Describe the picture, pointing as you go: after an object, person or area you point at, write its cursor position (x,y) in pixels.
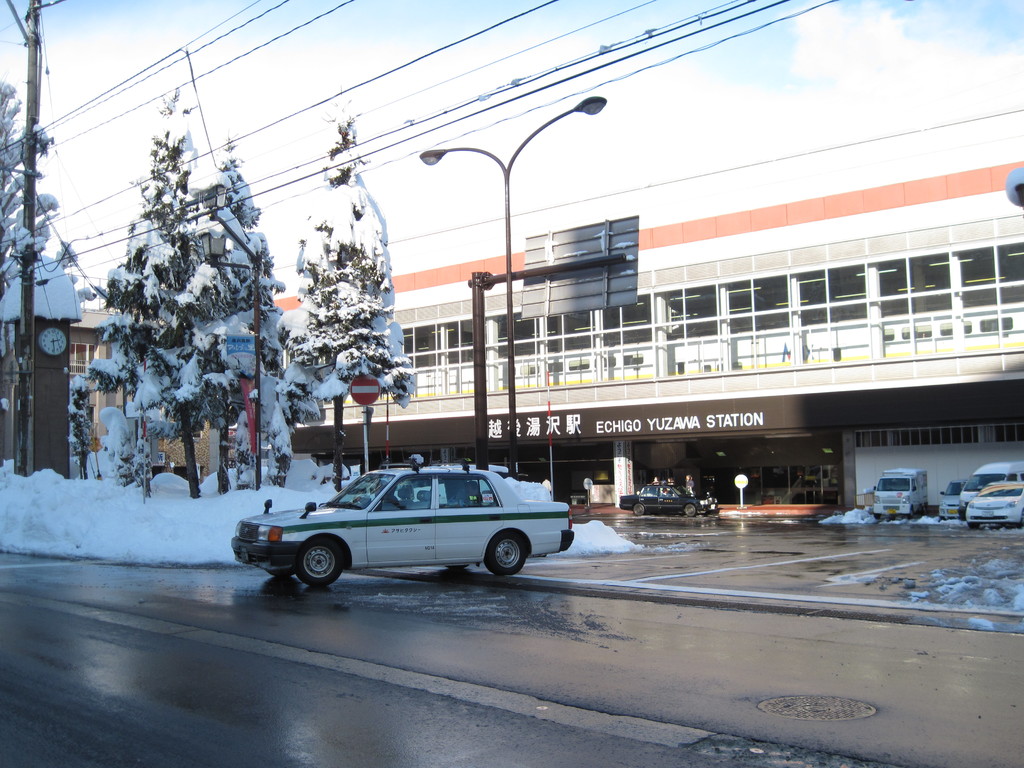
The image is taken outside a city (286,611). In the foreground (438,611) it is road (607,643). Towards left (47,372) we can see trees (111,338), clock tower (47,311), current pole (37,153) and a car (267,533). At the top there are cables (138,106). In the middle of the picture (513,352) there are vehicles (1017,473), building (547,327), hoarding (545,285) and street light (508,278). At the top (395,68) there is sky (444,121).
